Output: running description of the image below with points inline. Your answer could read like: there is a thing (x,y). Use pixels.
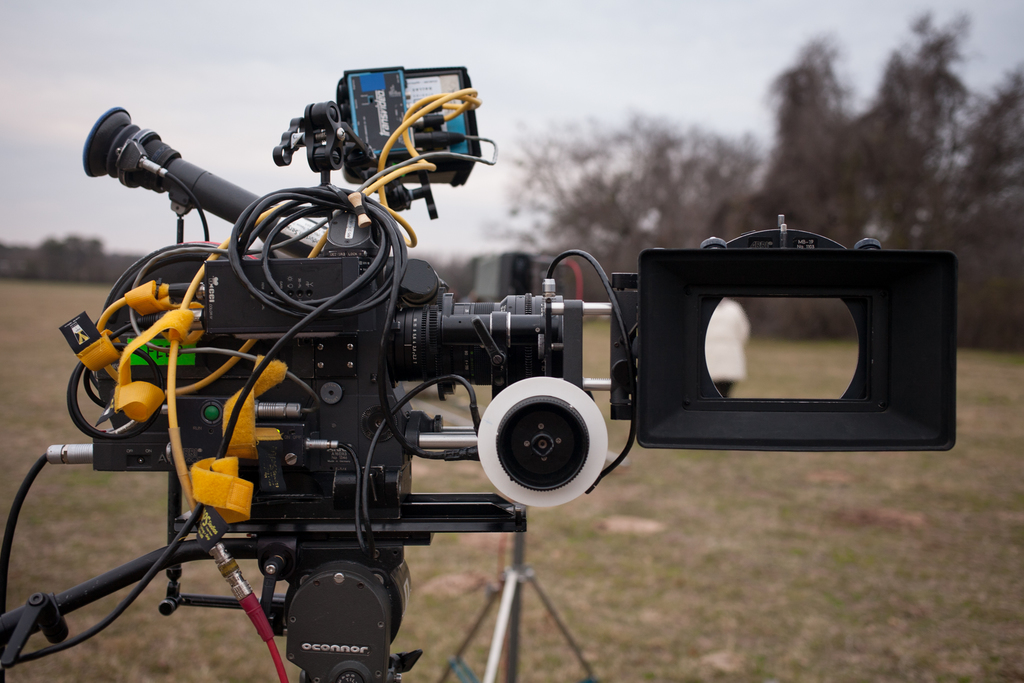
In this picture there is a video camera holder (301,553) on the left side of the image (332,169) and there are trees (989,162) in the background area of the image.
